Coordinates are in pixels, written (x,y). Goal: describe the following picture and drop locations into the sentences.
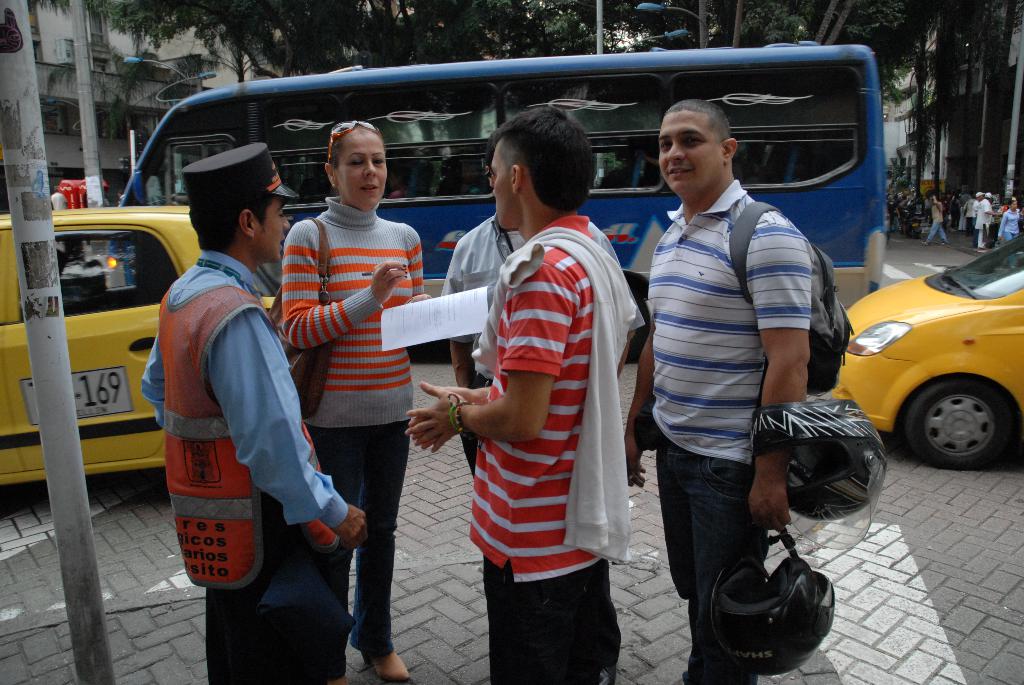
people (550,418) are standing. A person (727,453) is holding helmets (853,428) and wearing a bag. A person (366,323) is holding papers (415,323) and pen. There are poles (42,232), vehicles (97,357), people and buildings (58,43) at the back (635,59).
